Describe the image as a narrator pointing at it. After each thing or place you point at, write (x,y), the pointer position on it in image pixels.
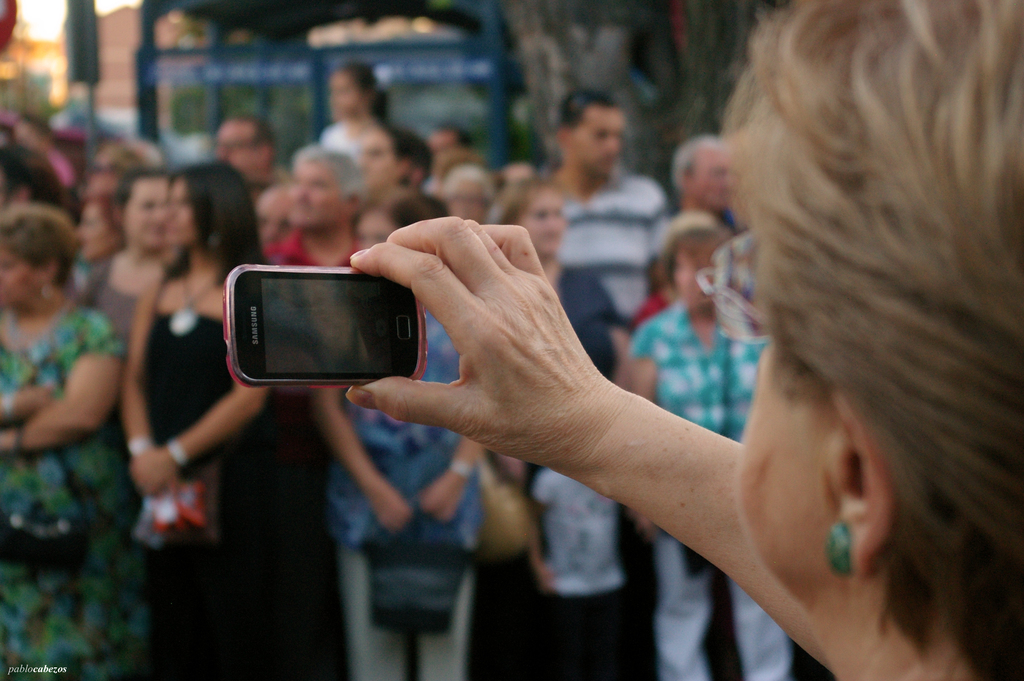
A woman (804,318) is holding a mobile (376,330). There are some people (293,233) standing in the background (601,525).
